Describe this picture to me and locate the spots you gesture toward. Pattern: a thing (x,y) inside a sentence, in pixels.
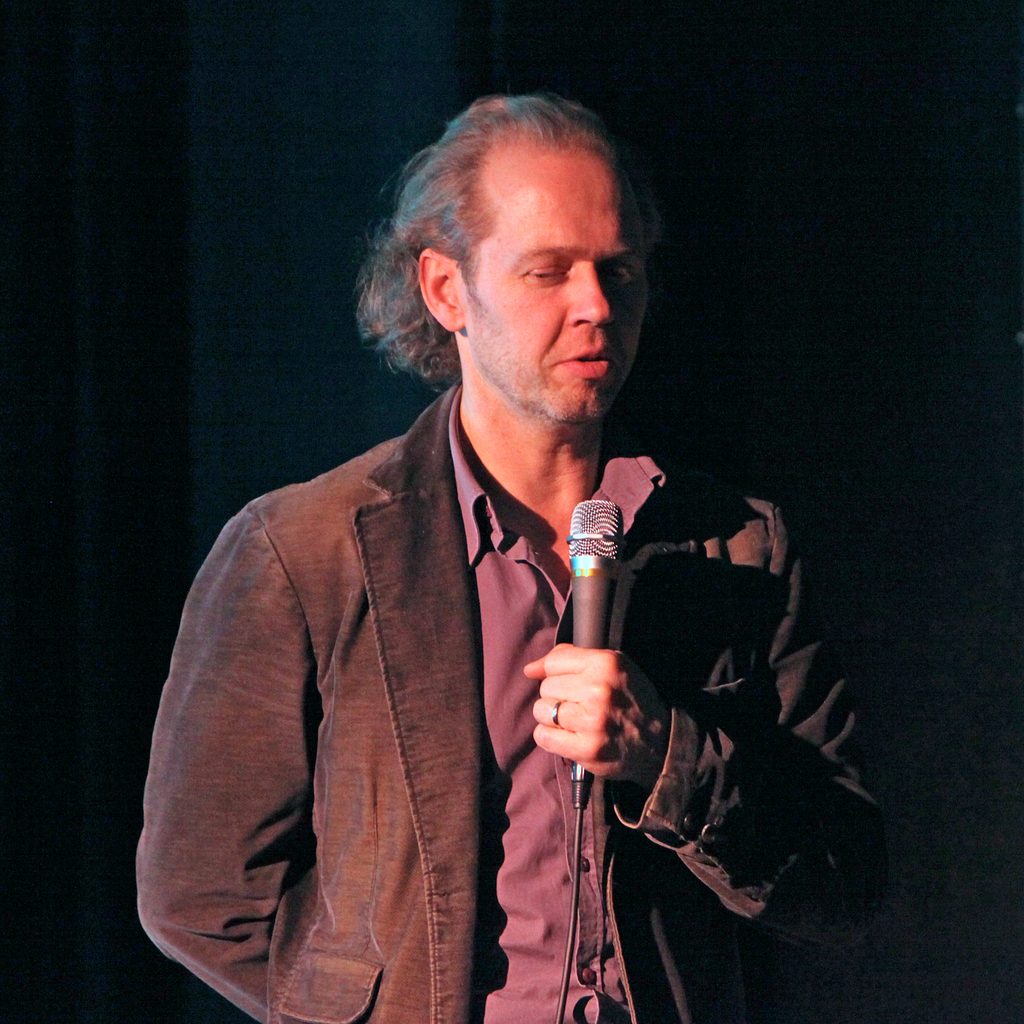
In the middle of the image (578,353) a man (682,591) is standing and holding a microphone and speaking.
